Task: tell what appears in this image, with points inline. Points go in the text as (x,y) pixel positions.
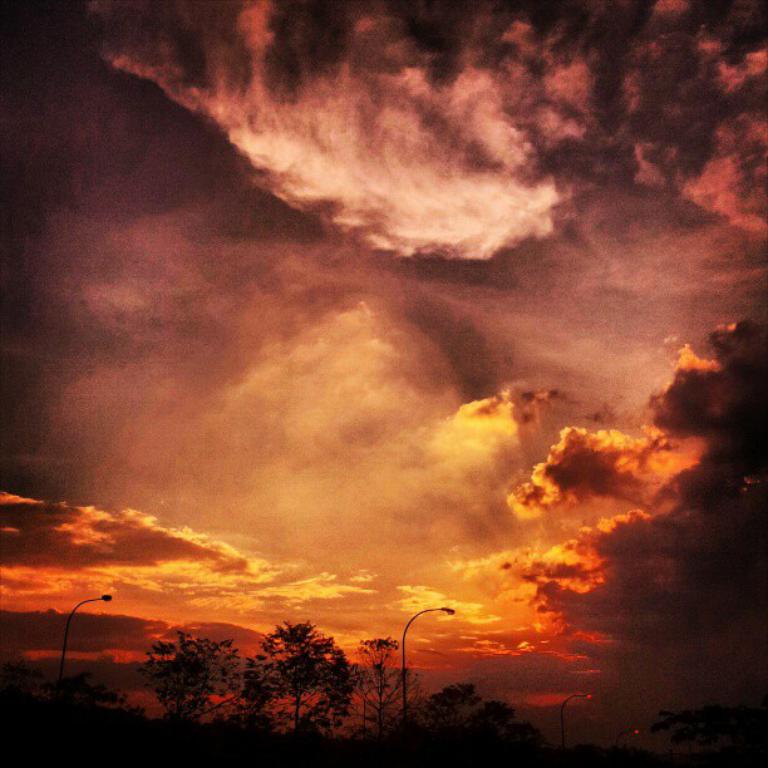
At the bottom of the picture (248,706), we see the trees (306,714) and the street lights (104,600). In the background (389,410), we see the clouds (299,360) and the sky (373,268), which is in red and orange color.
